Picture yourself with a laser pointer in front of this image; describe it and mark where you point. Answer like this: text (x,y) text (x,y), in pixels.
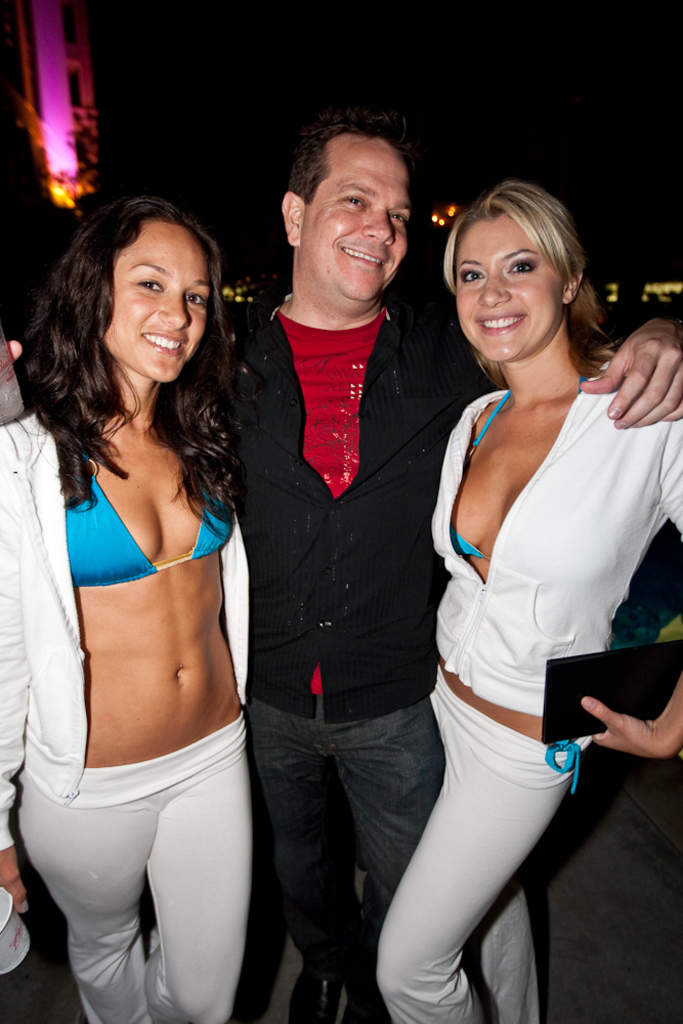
In this image there are two women (78,386), one men (430,406) visible, behind them there is a darkness (18,207).
